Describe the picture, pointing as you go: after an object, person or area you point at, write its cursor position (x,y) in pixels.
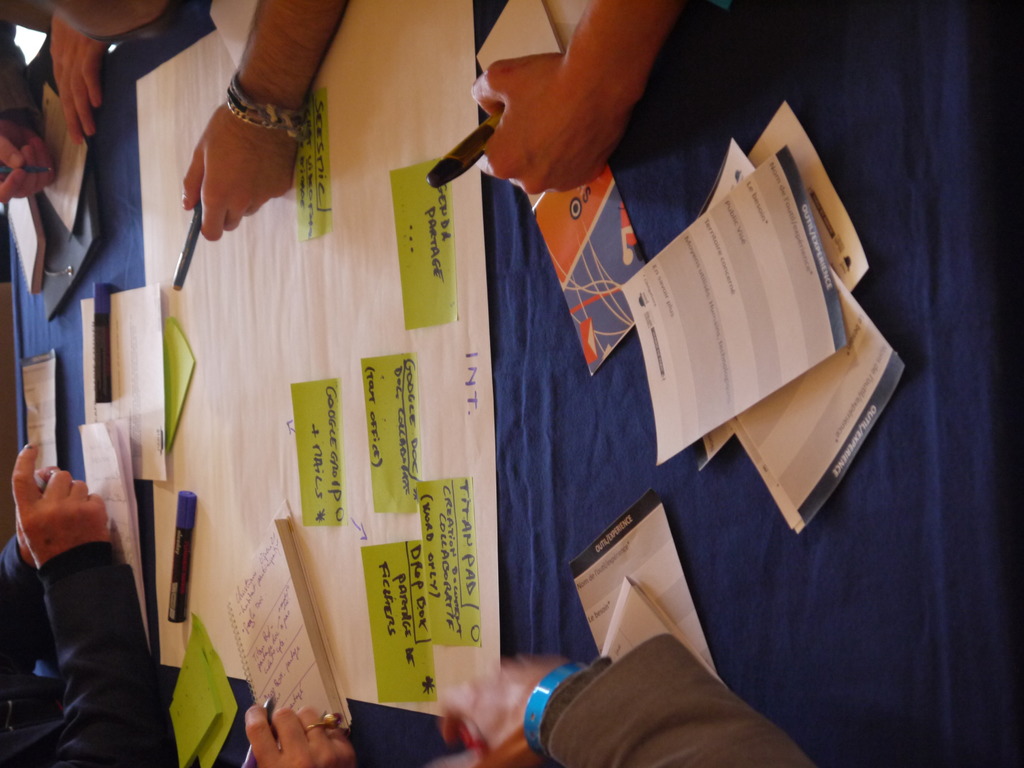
In this image, we can see people (240,213) holding pens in their hands (83,67) and at the bottom (453,561), there are papers (467,293), books (312,647), pens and some other objects (69,253) on the board (865,552).
